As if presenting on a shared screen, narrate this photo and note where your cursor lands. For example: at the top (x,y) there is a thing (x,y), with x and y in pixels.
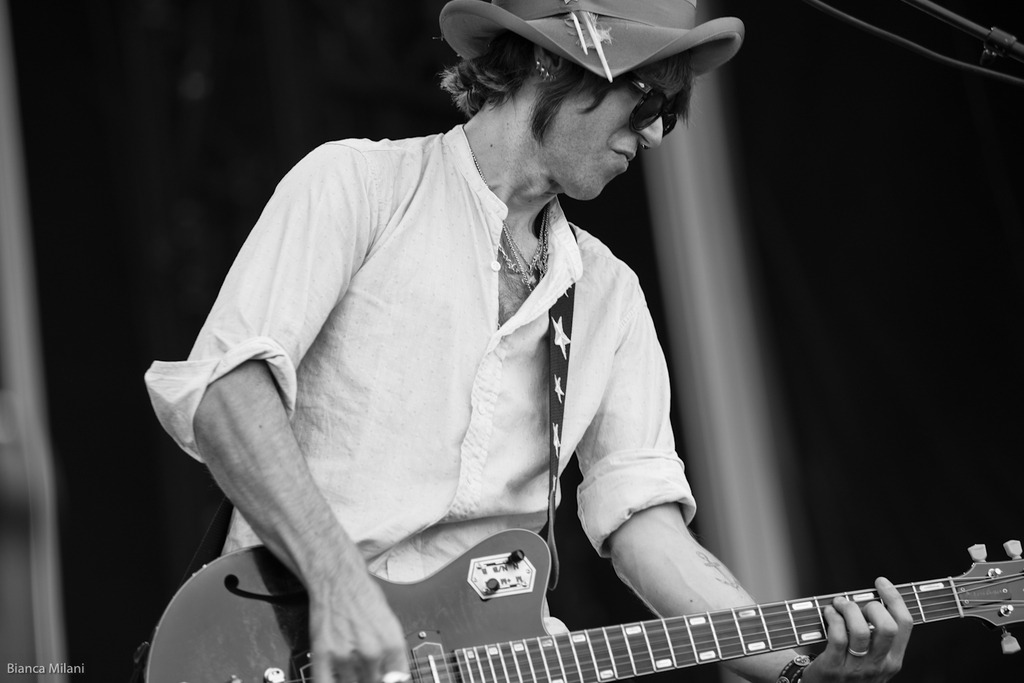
This Image is clicked in a musical concert. It is a black and white image. Person (423,489) is holding guitar (761,612), he is wearing specs (670,133) and hat (520,38). He is in the middle of the image (570,366).
